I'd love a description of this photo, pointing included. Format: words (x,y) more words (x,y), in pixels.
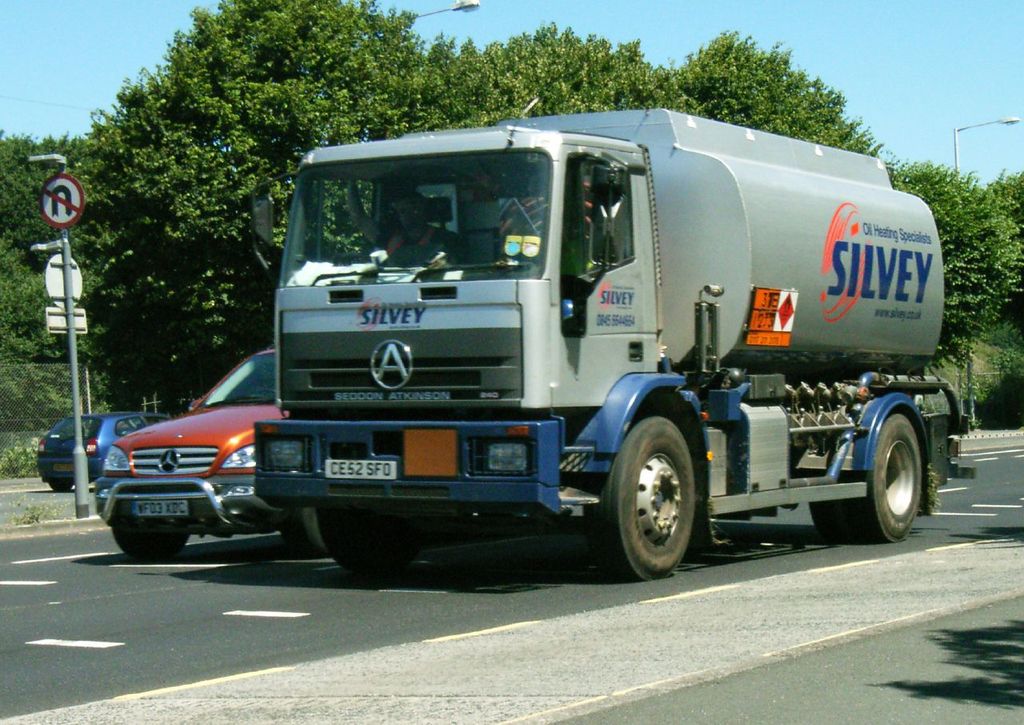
In this picture there is a lorry (759,371). Beside the lorry (264,440) there is a car (226,461) on the road (84,537). In the middle of the road (80,552) there is a pole (83,497). In the background (235,125) there are trees (564,93) and a sky (794,42) here.
